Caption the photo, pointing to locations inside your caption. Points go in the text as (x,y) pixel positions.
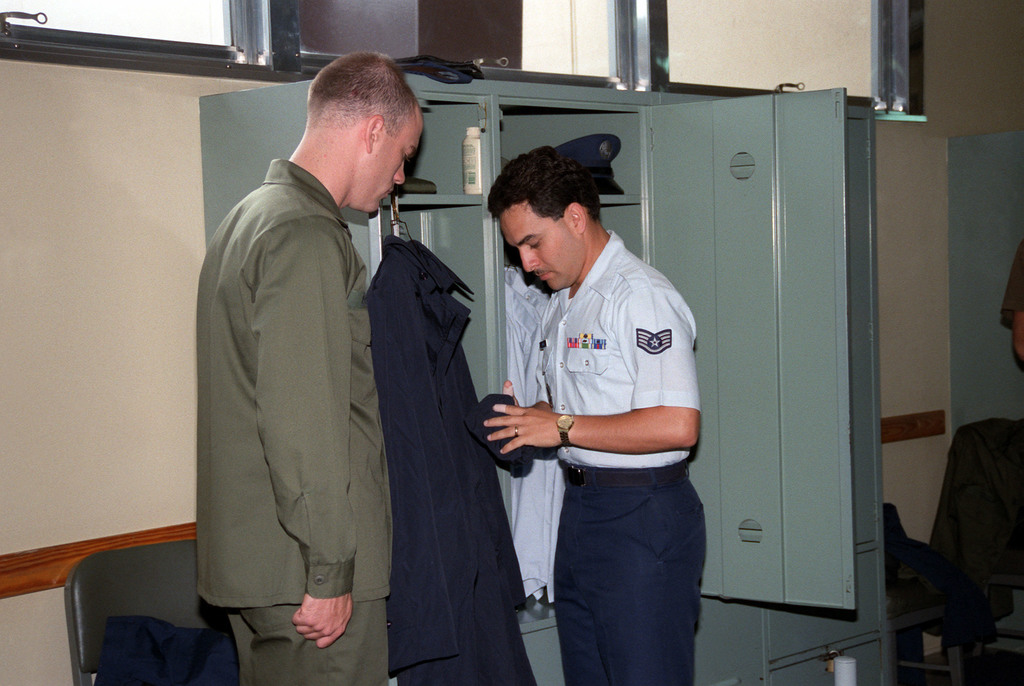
In the center of the image (599,270) there are two persons (317,145). In the background of the image (786,610) there is a almirah (294,133). There are clothes (474,483). In the background of the image (167,323) there is wall (52,242). There are windows (683,33).
